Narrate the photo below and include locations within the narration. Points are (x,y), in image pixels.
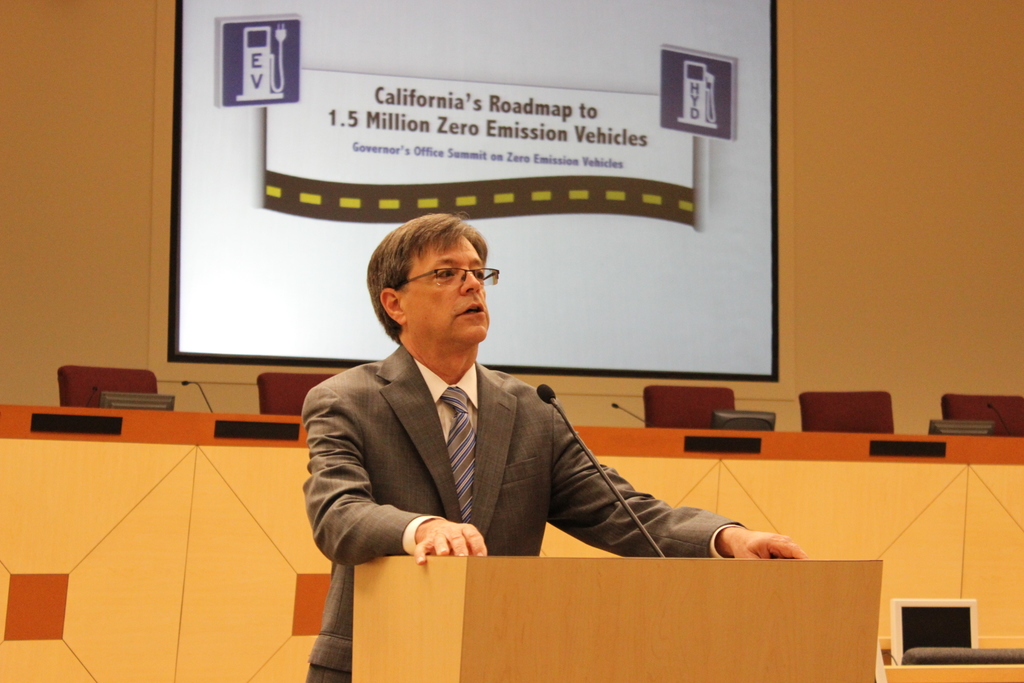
In this image I can see a person (603,499) wearing white shirt (443,414) and grey blazer (368,436) is standing in front of a cream colored podium (569,603). I can see a microphone (650,537) in front of him. In the background (566,388) I can see the cream colored wall (98,248), few red colored chairs (119,378), few microphones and a huge screen (584,129).
